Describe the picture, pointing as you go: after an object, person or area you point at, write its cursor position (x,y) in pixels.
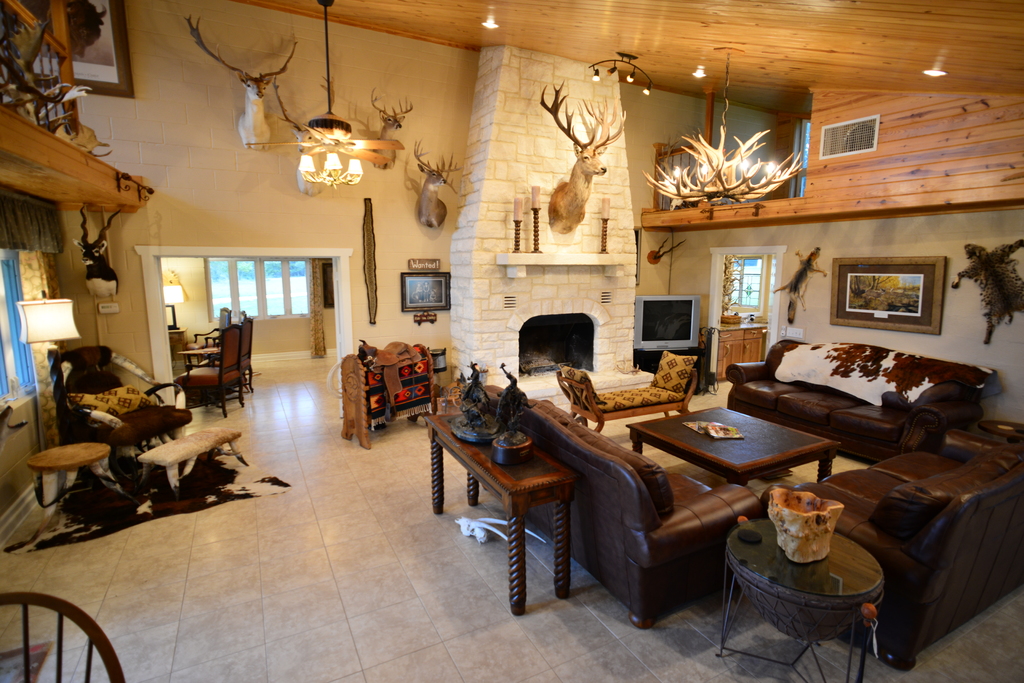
In this image I can see few sofas (662,528), chairs (181,386) and a table (694,443). On this wall (885,234) I can see few frames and some decorations (1002,293).
